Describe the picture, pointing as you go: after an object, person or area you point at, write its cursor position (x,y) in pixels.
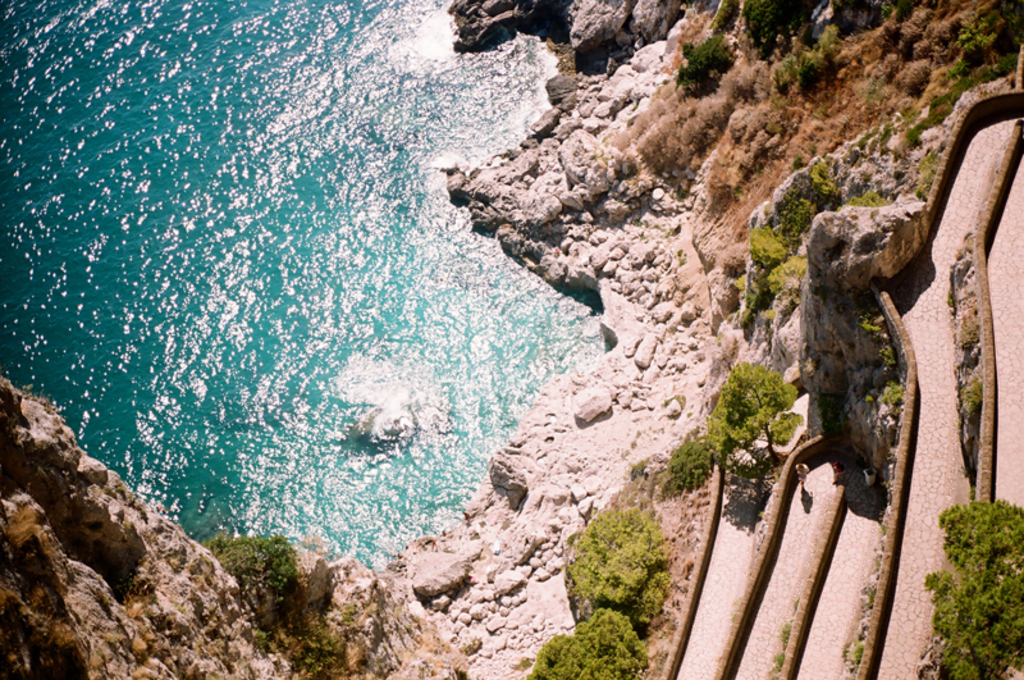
This is a blue sea (62,302), with rocks (95,481) and trees (610,593) on the left (65,466) and right side of it and on the right (975,119) we can see a path (1022,270) to walk and stand.
